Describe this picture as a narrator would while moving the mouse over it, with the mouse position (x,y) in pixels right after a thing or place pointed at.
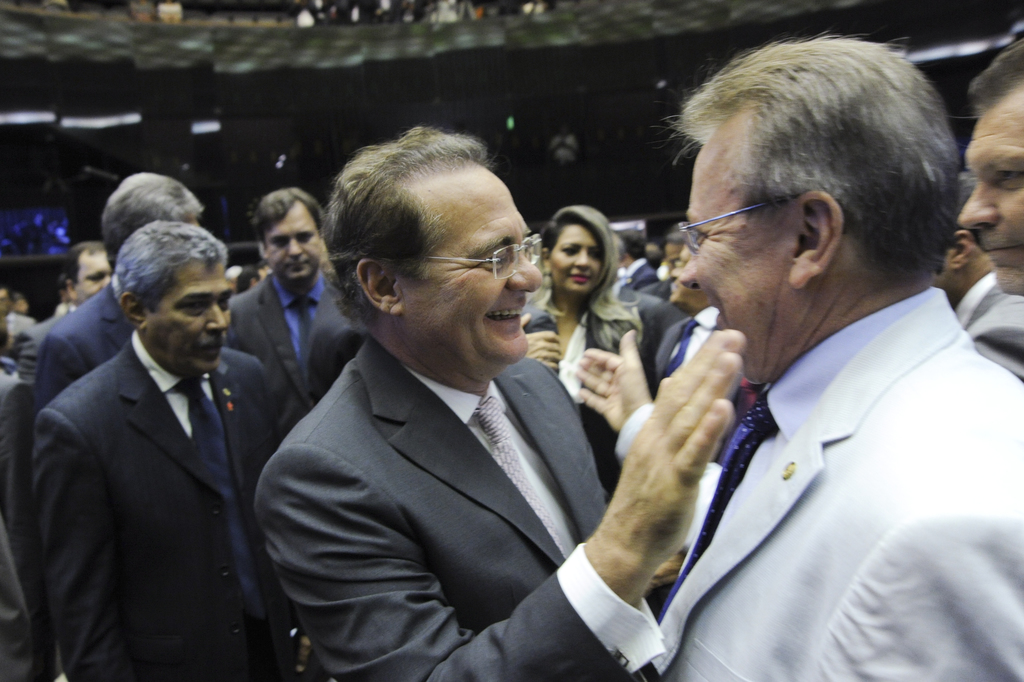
In this image, we can see a group of people (591,326). Here a person (435,521) is smiling. Background (638,169) there is a blur view.
